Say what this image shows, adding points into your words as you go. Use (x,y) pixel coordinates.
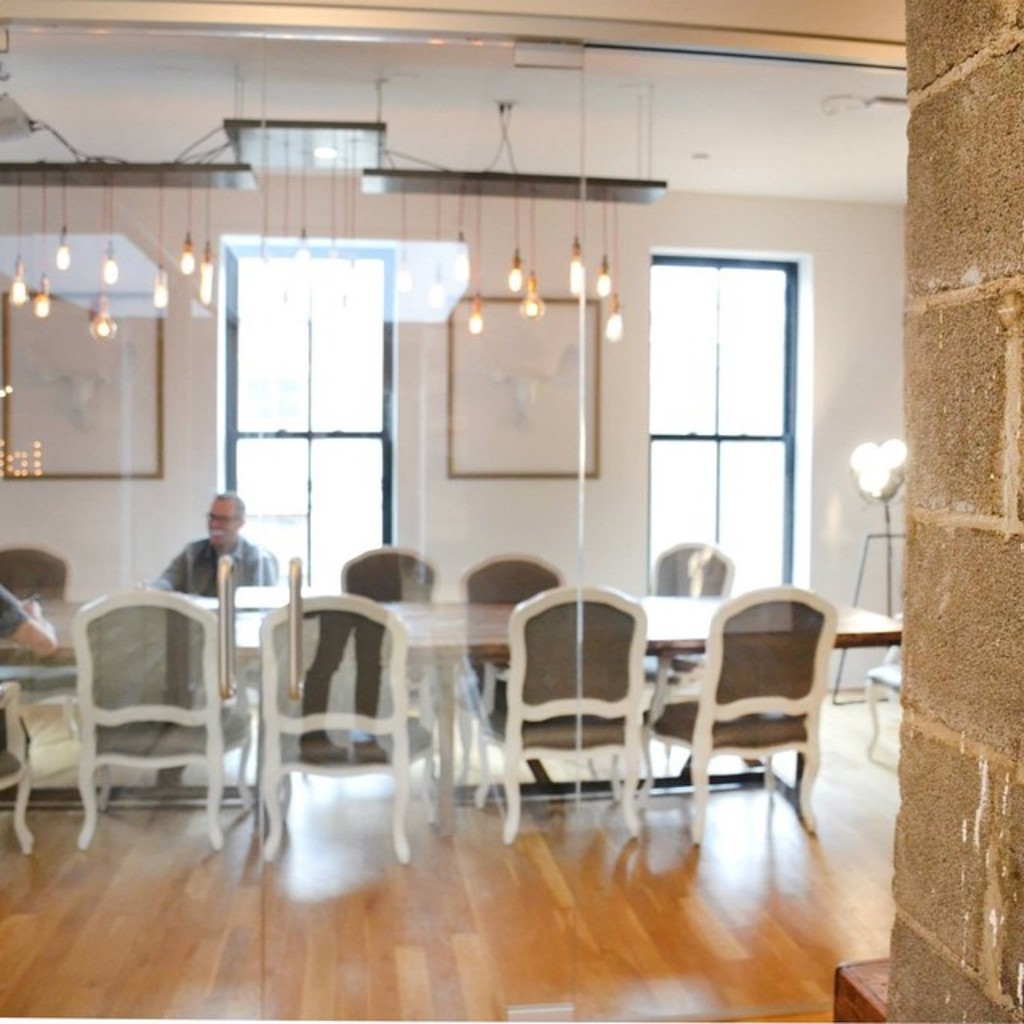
In this image in the front (452,655) there is a glass (422,651) and behind the glass (332,714) there is a table (688,638) and there are empty chairs (161,672) and there are persons (35,647) sitting on the chair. In the background (275,405) there are windows (311,451) and there are frames (113,434) on the wall (441,423) and on the top (577,235) there are lights (512,265) hanging. On the right side (879,491) there is a light (885,496) and there is a wall (1007,398).
